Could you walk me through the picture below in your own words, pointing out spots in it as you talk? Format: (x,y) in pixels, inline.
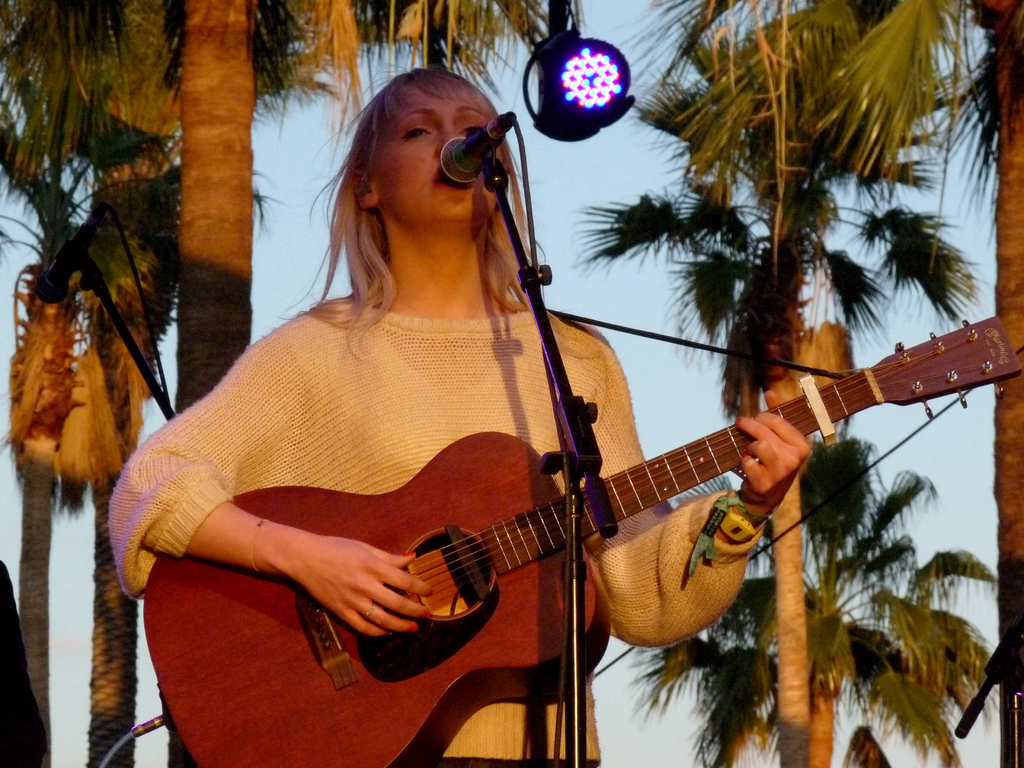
In this image a lady (394,607) is playing guitar (388,535) along with singing. In front of her there is a mic (479,143). On the top (578,93) there are lights (585,57). In the background (666,41) there are trees (218,131) and sky (646,42).
